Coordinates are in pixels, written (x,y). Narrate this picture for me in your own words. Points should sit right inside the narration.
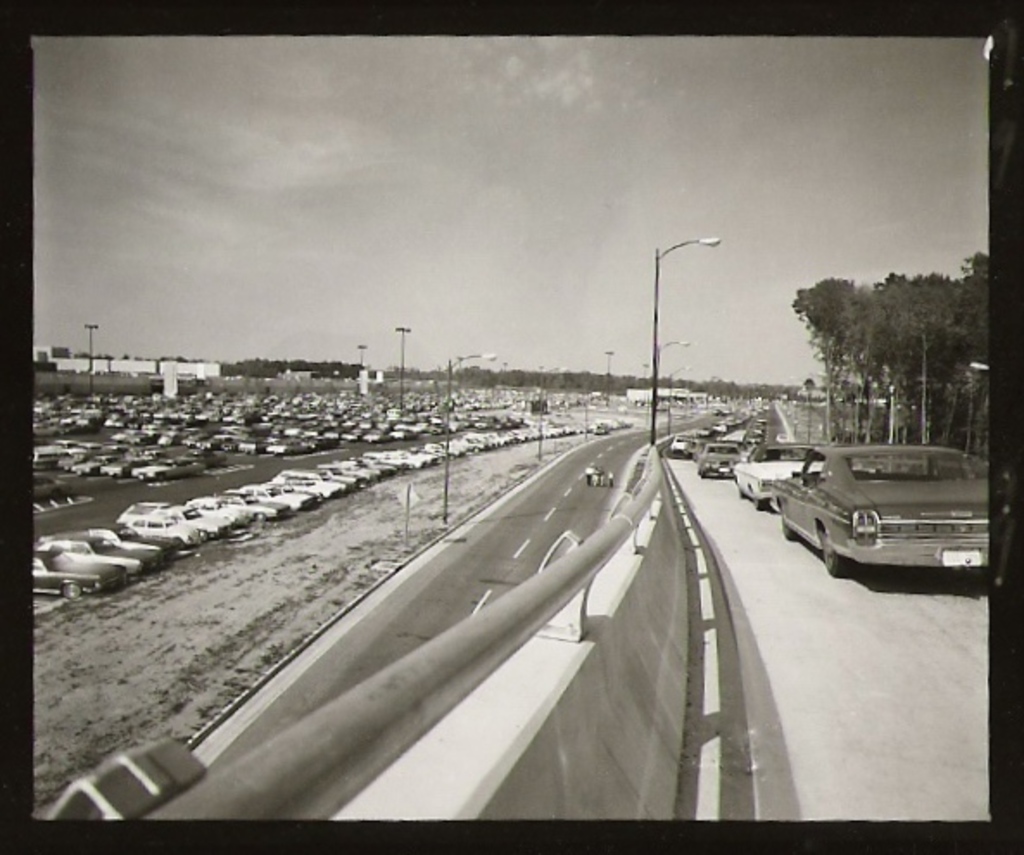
In this image there is the sky (518,187) towards the top of the image (479,139), there are trees (890,325) towards the right of the image (890,299), there is a road (568,486), there are vehicles (776,502) on the road (787,430), there is an object (269,783) towards the bottom of the image (370,783), there are poles (655,307), there is a streetlight (692,241), there are vehicles (330,433) parked, there is a building (168,371) towards the left of the image (153,364).
